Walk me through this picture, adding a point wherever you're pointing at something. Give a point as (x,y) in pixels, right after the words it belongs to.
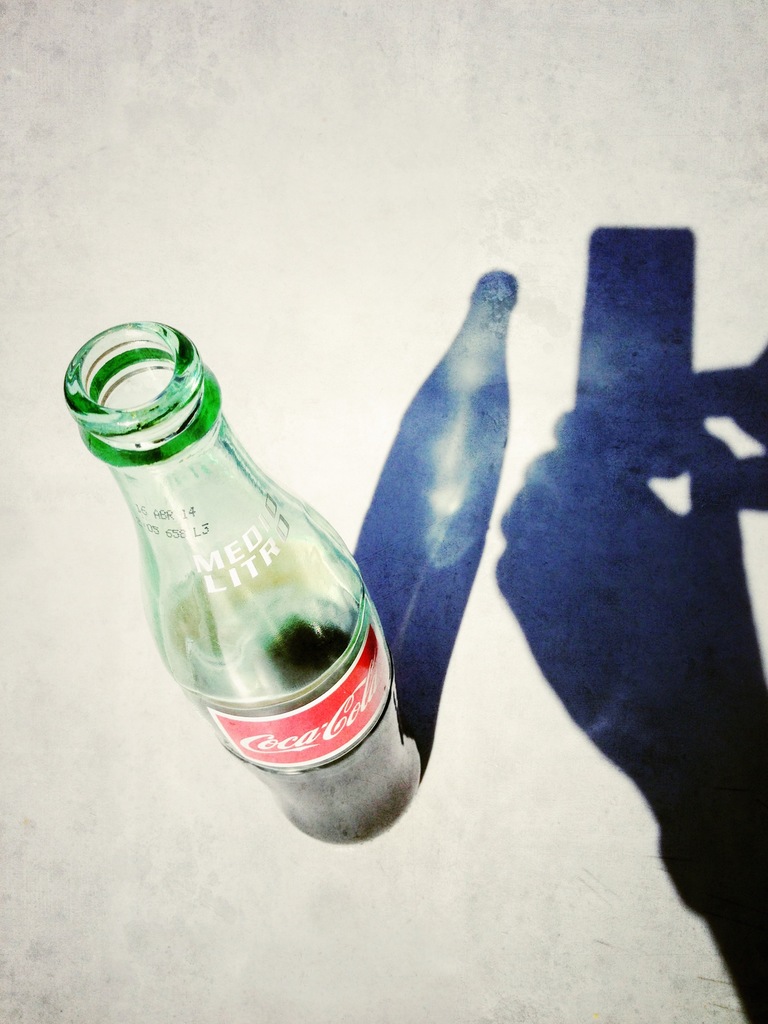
Here we can see green color bottle (264,725) and we can see shadow (602,511) of the mobile (629,366) hold with hands (624,518) and bottle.
